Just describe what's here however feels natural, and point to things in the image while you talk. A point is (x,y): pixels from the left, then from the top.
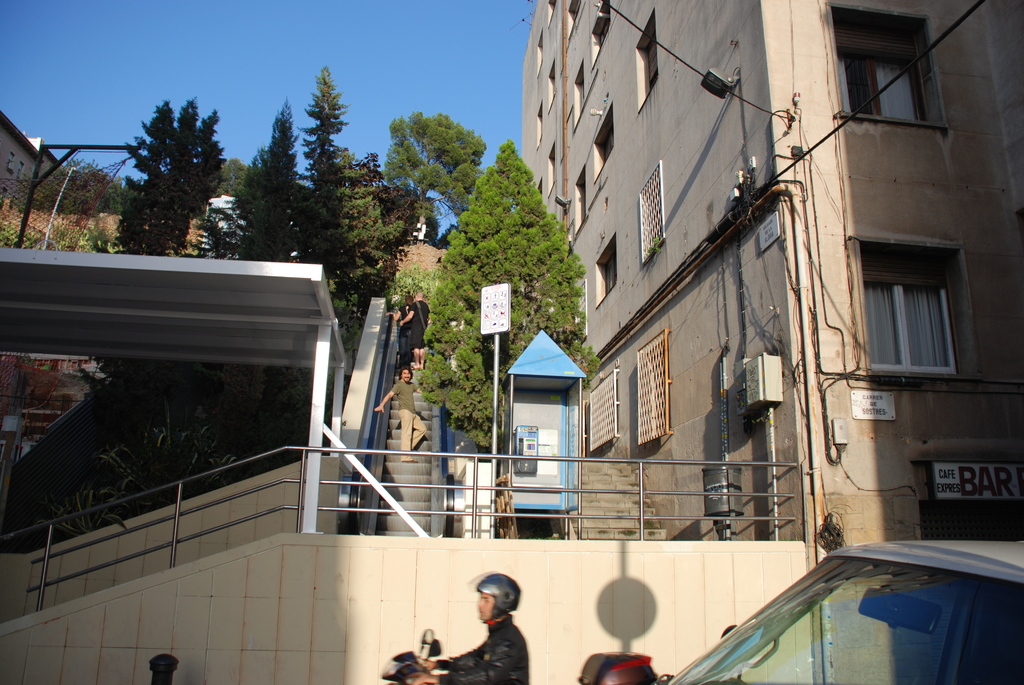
In the picture we can see a part of a car windshield (800,678) and beside it, we can see a man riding a bike (385,676) and beside him we can see a wall (288,659) on it, we can see a railing (103,569) and shed (270,328) and we can see steps (402,479) with some people (403,419) standing on it and beside it we can see some tree (454,419) and building (619,378) with windows (656,378) to it and behind the shed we can see some trees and sky (30,28).
